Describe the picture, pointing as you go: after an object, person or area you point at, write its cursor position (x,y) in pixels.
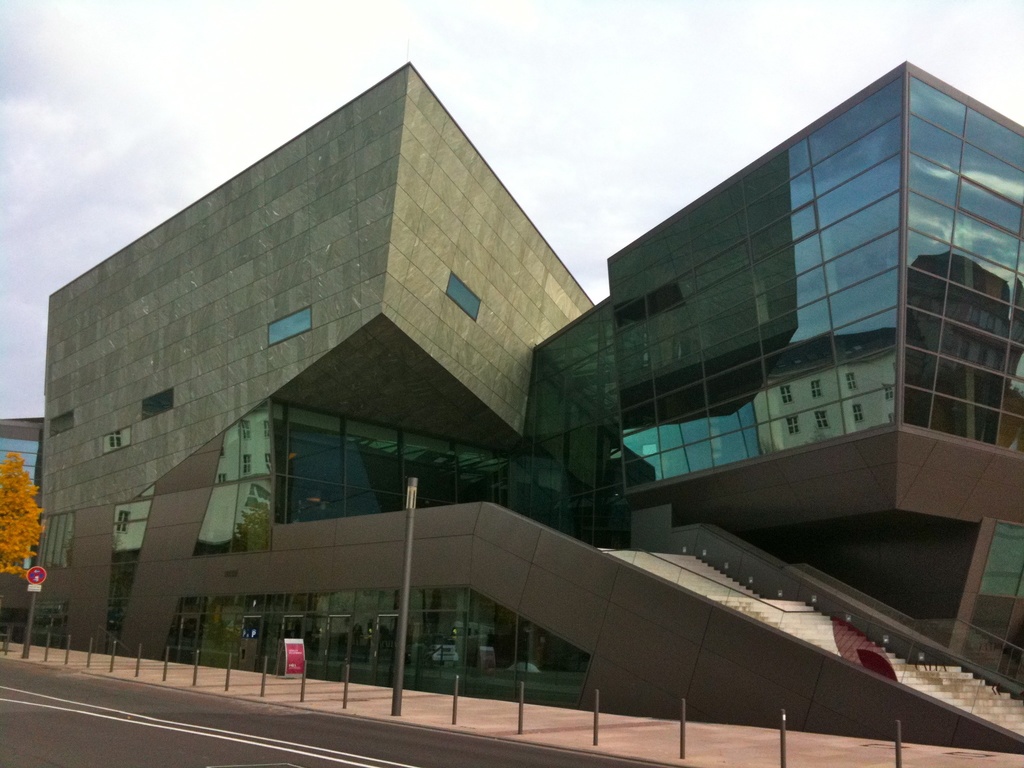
In this image, we can see a glass building (453,397) with walls (386,419). At the bottom (297,743), we can see a road (180,751) with white lines (138,724), footpath (610,736) with pillars (596,732), sign boards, poster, street light (407,505) with pole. Left side of the image (27,522), we can see a tree (15,531). Here we can see stairs (756,616). Background (716,147) there is a sky (361,57).
